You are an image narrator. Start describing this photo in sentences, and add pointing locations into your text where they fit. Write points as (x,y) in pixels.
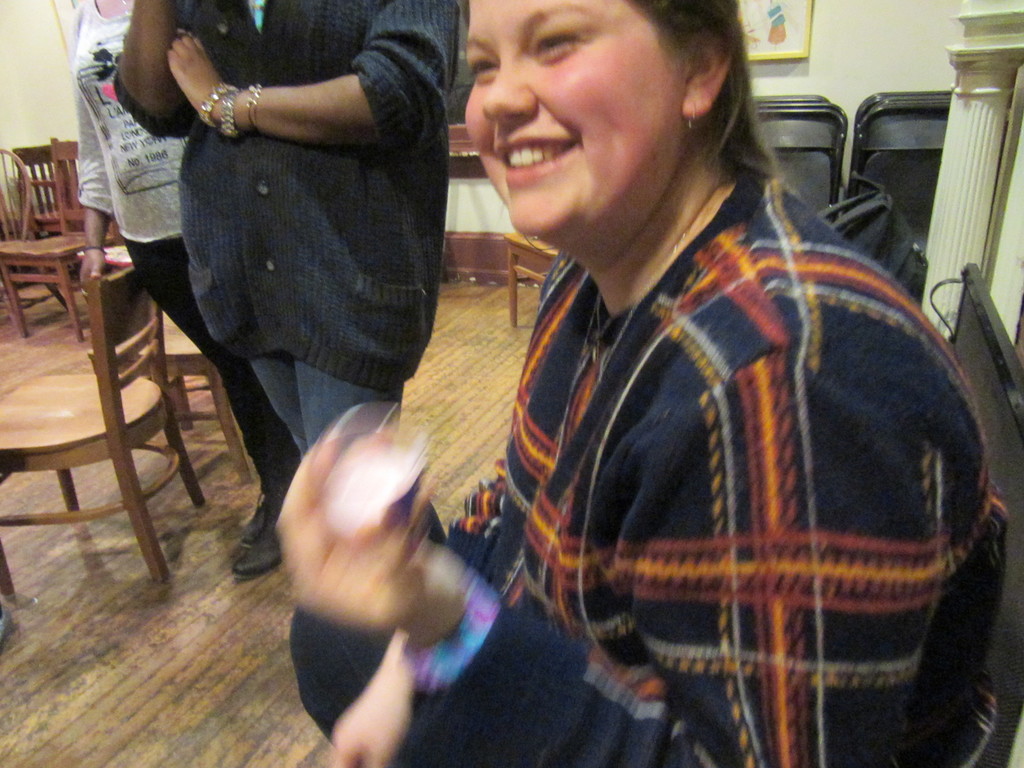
This picture describes about three persons (246,287) in the given image a woman (729,506) is seated on the chair (1002,399) and two are standing, and also we can find couple of chairs (17,285) and a wall painting (781,36).
